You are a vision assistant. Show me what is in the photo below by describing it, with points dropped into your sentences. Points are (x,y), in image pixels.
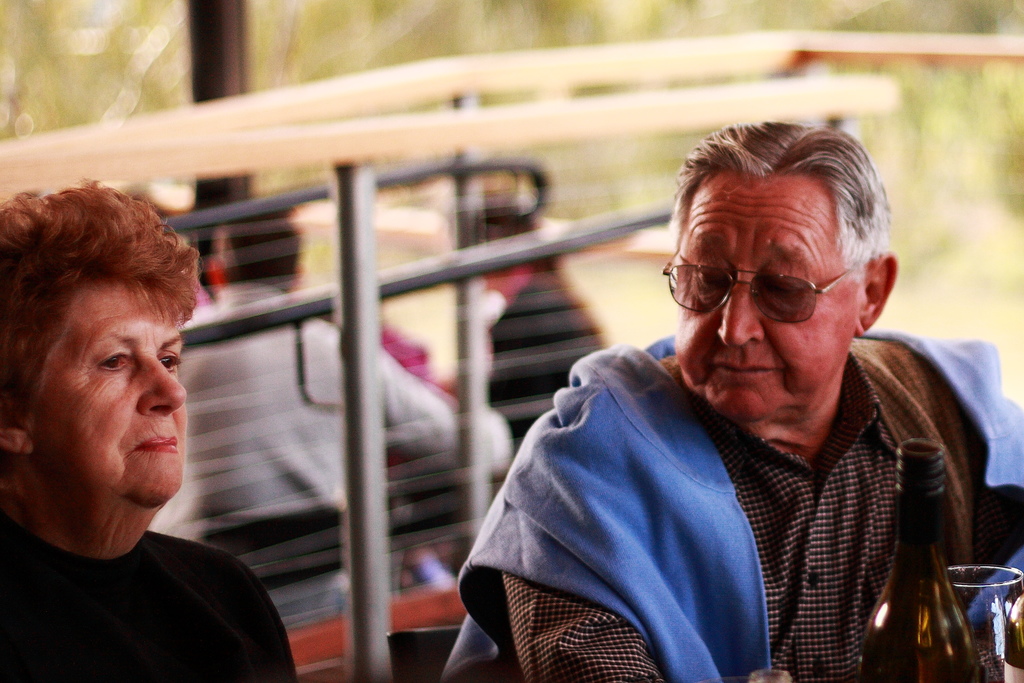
In the center of the image (569,368) there are two persons (714,526). There is a bottle (903,516). There is a glass (1002,666). In the background of the image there are persons (232,231). There are rods (377,177).
